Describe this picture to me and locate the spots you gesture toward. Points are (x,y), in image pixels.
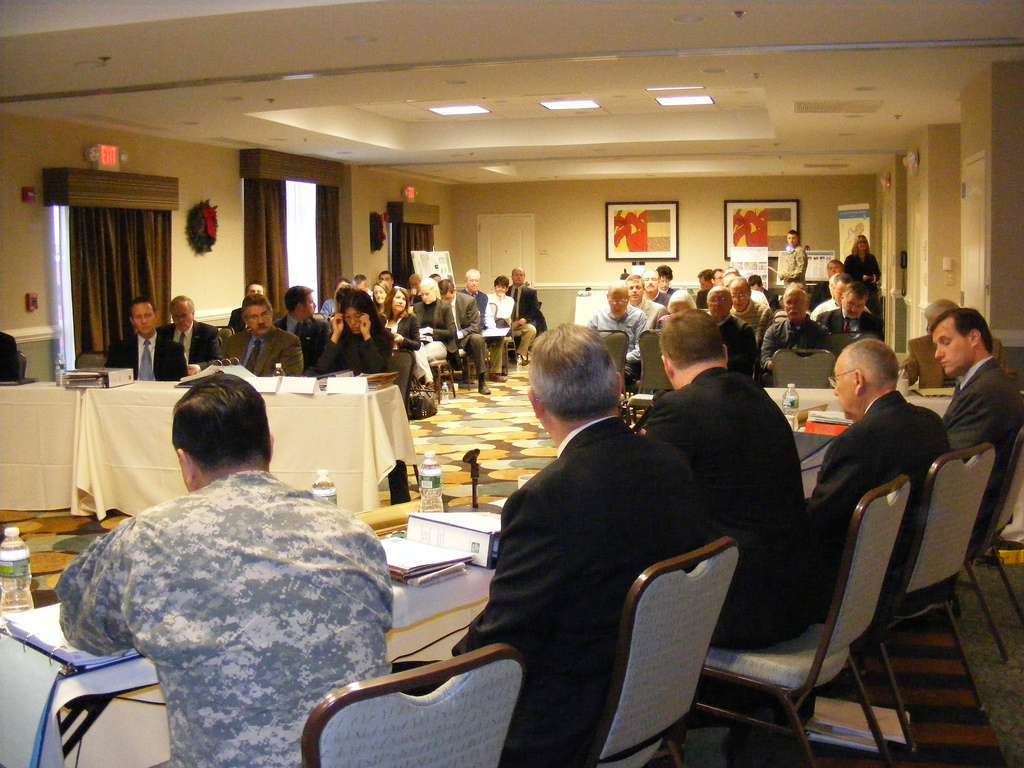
Here we can see a group of people (232,470) are sitting on the chair (791,381), and in front (421,538) here is the table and books (408,539) and some objects (428,509) on it, and here is the wall (693,217) and photo frames (728,214) on it, and at above here is the light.
